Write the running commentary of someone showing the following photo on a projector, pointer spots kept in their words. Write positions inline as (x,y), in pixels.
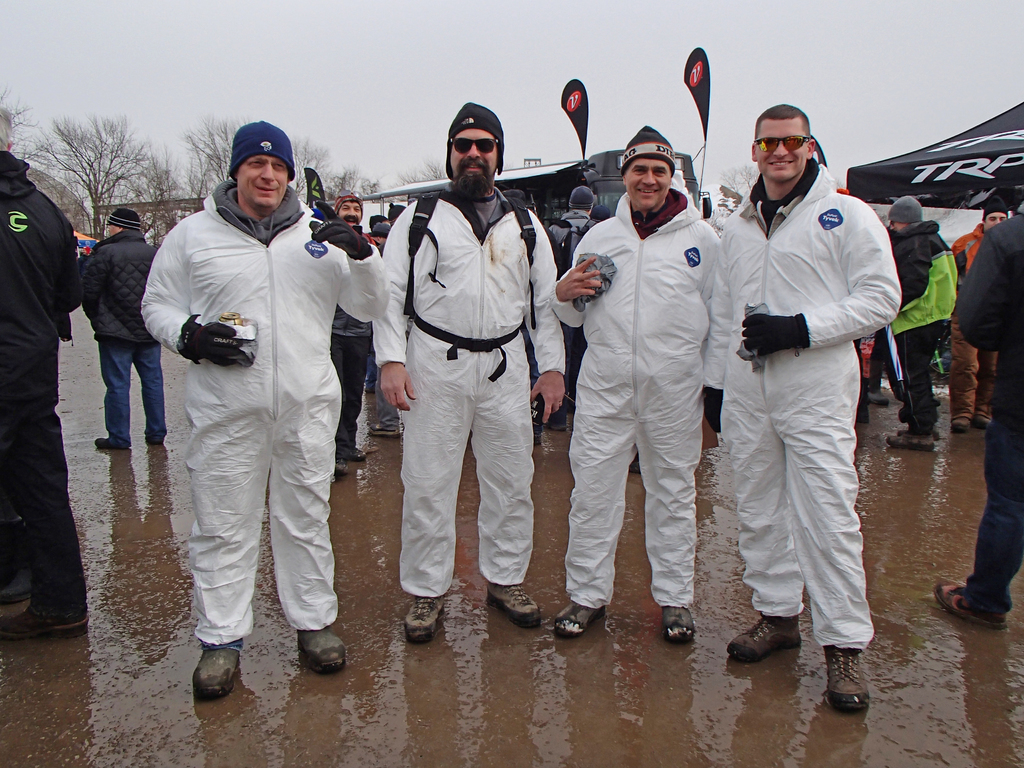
In the image in the center (439,321), we can see four people (447,348) are standing and they are smiling. And we can see they are holding some objects (227,312). In the background (520,123), we can see the sky (407,72), clouds (372,46), trees (122,128), tents (968,138) and few people (1020,215) are standing.
